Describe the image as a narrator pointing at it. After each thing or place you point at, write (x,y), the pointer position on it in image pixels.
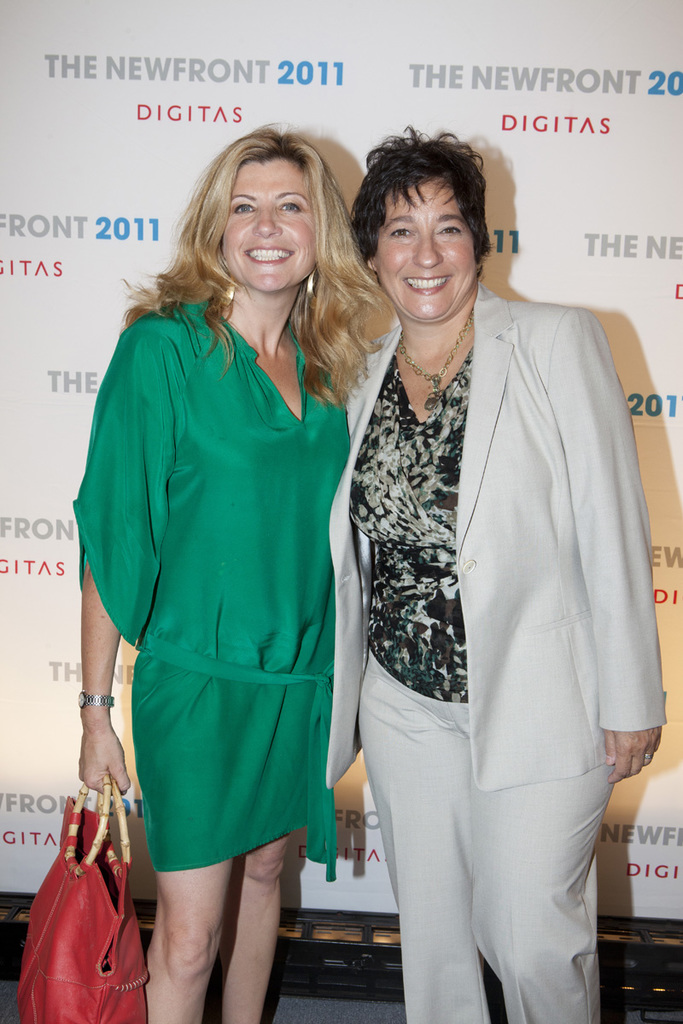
This picture shows two women (600,413) standing with a smile (428,284) on her face (400,269) and a woman (198,671) holding a handbag (124,868) in her hand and we see a hoarding (153,93) back of them.
